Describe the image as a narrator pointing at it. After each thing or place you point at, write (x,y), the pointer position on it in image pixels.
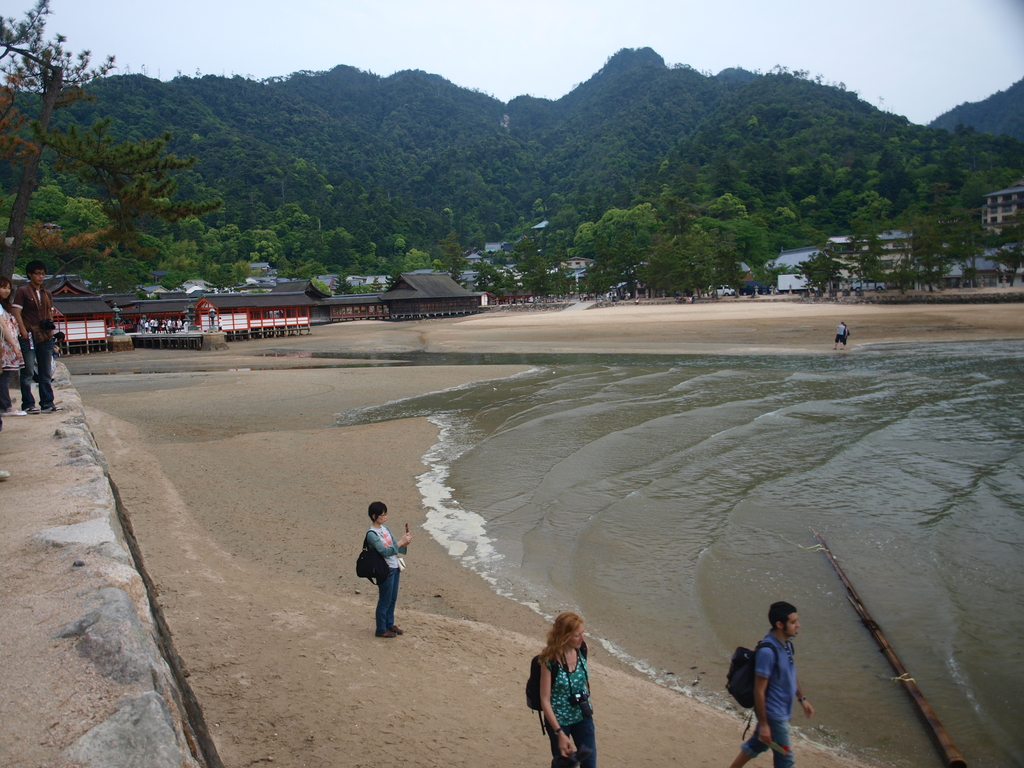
The picture is taken near a shore (345,598). In the foreground of the picture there are people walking on the beach (510,630). On the right (876,486) there is water (781,496). On the left (51,525) there is a wall (42,530), on the wall (40,453) there are persons (22,326) standing. In the center of the picture (548,264) there are houses (253,312) and trees (723,163). Sky (584,38) is cloudy. In the foreground (151,505) there is sand (402,334).
